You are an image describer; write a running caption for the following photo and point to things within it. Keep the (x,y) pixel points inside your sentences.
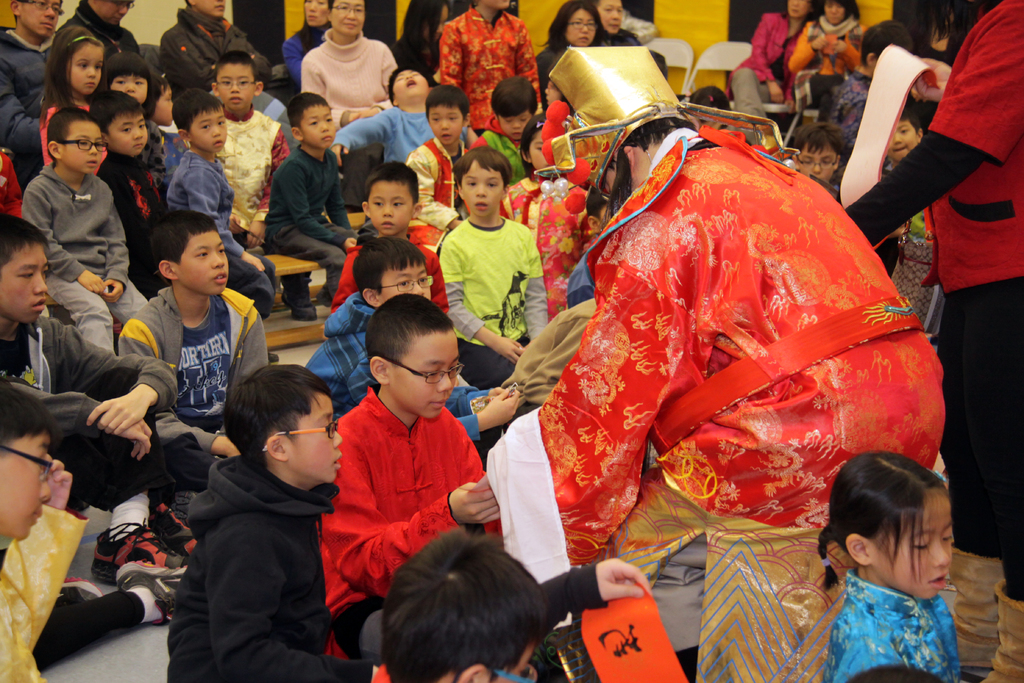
In this image I see number of children (421,196) and few adults (327,40) and I see that this person (663,272) is wearing a costume (668,443) which is of white, red and golden in color and I see that most of them are sitting.
